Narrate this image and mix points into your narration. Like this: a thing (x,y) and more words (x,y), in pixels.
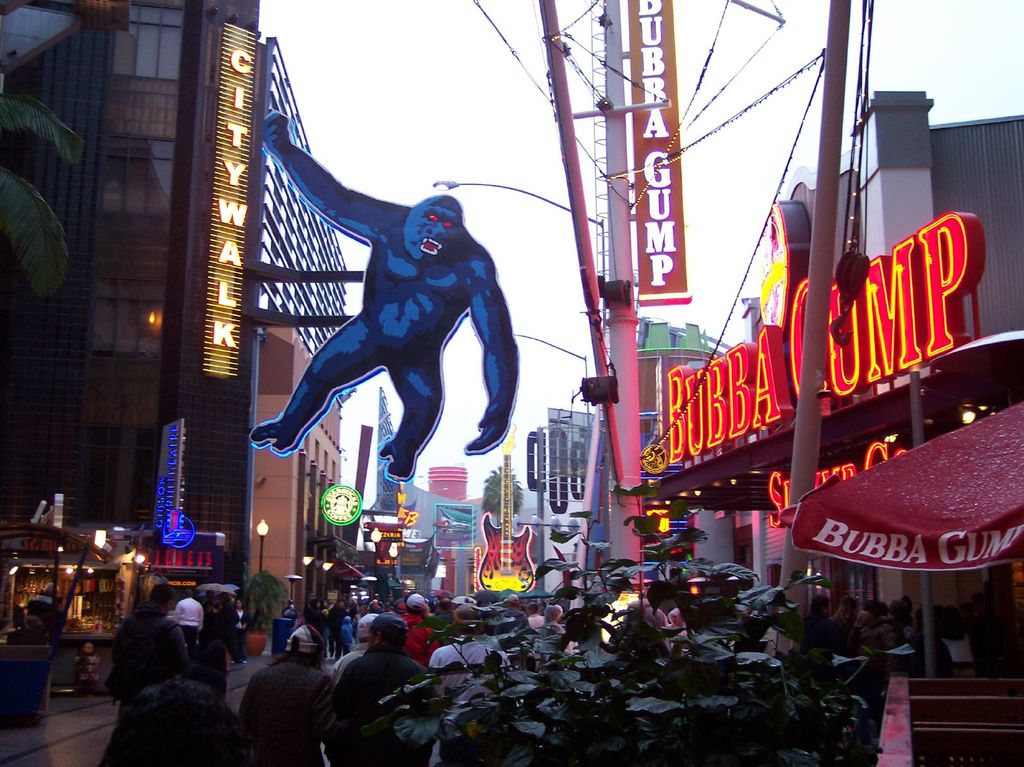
It looks like a street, there is an image (443,308) of a gorilla (427,308) in this. On the right side (779,410) there are names (761,417) with lights (760,417). At the bottom (402,629) few people (357,656) are walking in the streets (48,753).
